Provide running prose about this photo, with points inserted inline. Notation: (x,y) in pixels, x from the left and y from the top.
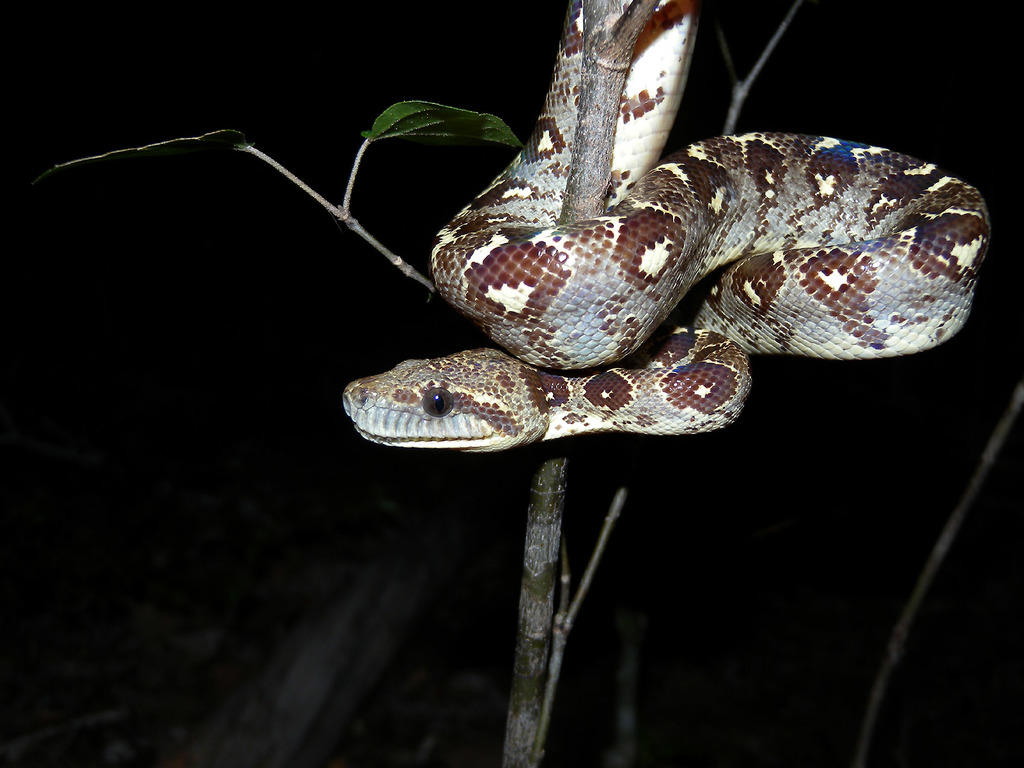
In the picture we can see a tree stem (606,137) to it, we can see a snake (634,134) and in the background (68,141) we can see a dark.
